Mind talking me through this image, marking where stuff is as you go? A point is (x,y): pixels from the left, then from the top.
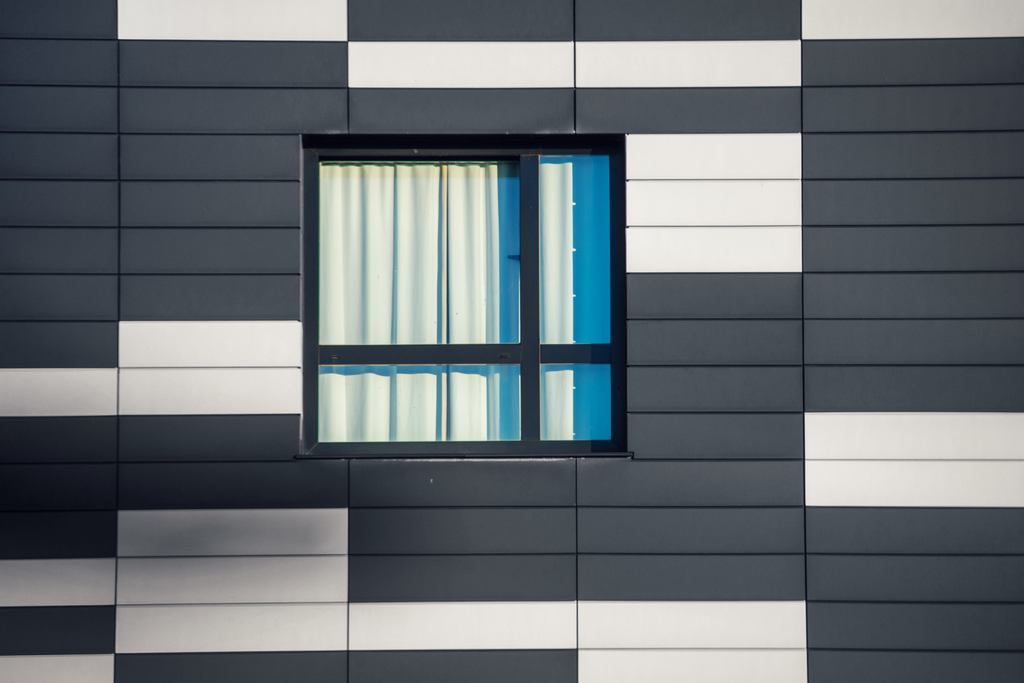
In the picture I can see the wall (253,258) which has a window (456,279). The wall (238,404) is black and white in color.
